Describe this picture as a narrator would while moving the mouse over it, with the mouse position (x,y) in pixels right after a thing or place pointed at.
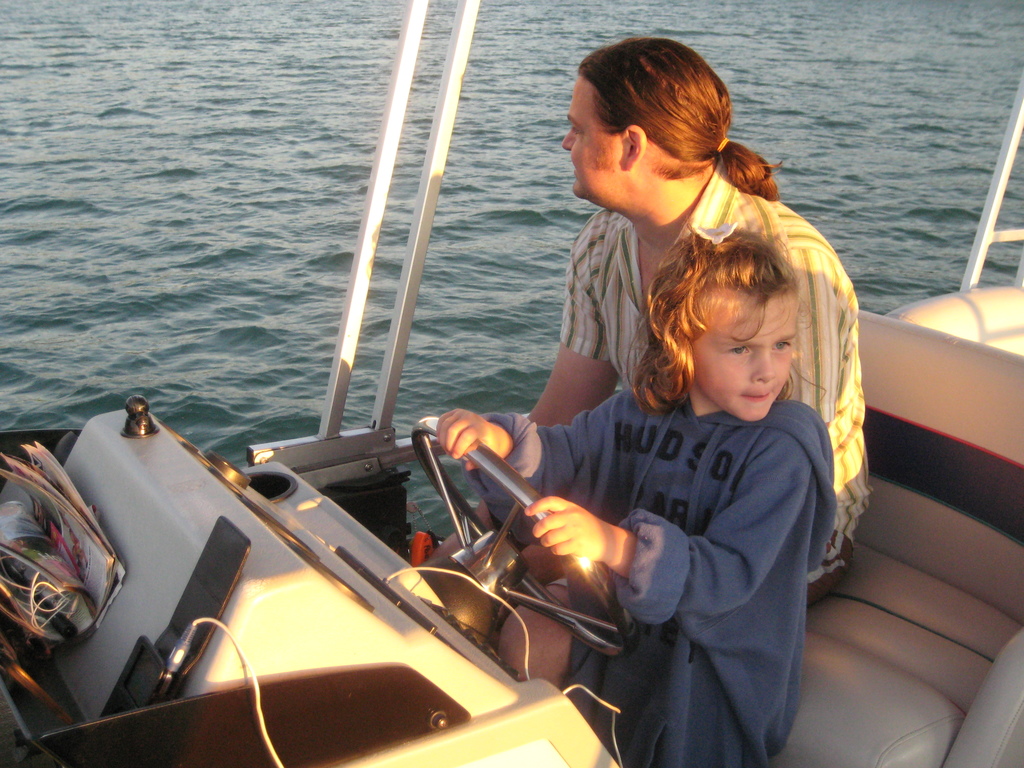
In this boat (407,612) we can see a man (622,310) and a girl (767,533). This girl (688,387) is holding a steering (480,463). Here we can see papers (44,496) and cables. Background (302,159) we can see water (316,173) and rods (430,202).
